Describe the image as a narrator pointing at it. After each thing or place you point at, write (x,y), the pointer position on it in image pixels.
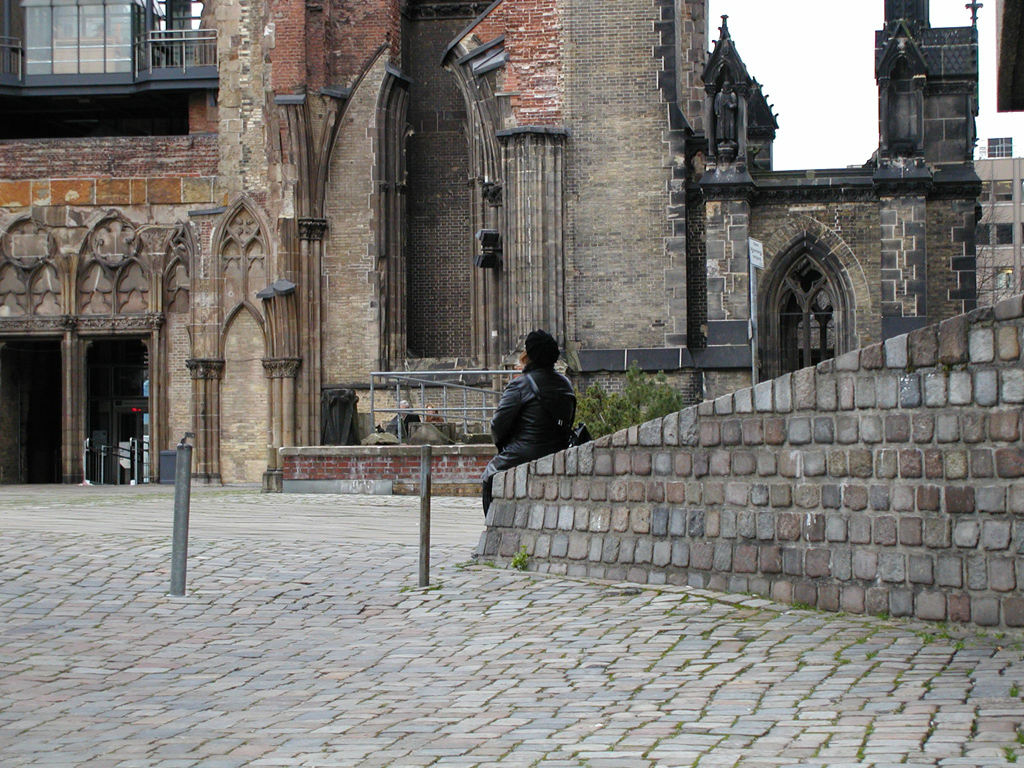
There is a person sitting in the foreground area of the image (534,437), it seems like bollards (426,513) on the left side (180,523). There is a building (453,195), on which there are arches (170,272) and windows (122,58), pole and sky (827,91) in the background area (795,107).
